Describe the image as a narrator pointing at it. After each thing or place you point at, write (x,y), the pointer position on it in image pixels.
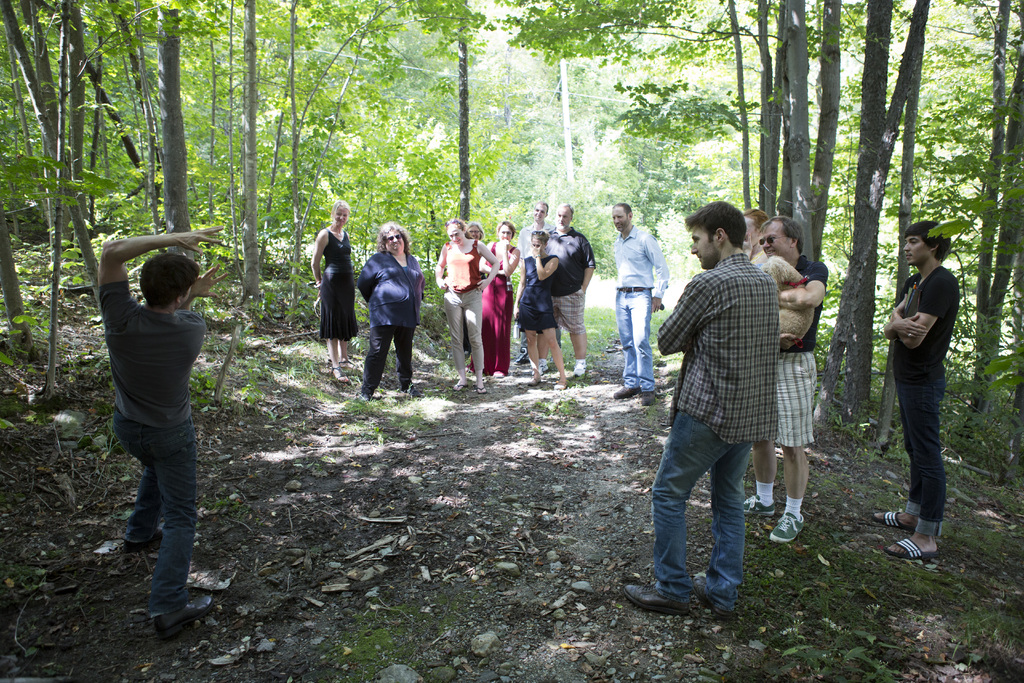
On the left side of the image (146,352) we can see a person (157,438) is explaining something with his hands (215,271). In the middle of the image (343,382) we can see groups of people (459,309) are standing and listening to the opposite person (130,353). On the right side of the image (781,426) we can see four people (936,378) are standing and listening to opposite person (182,314) and one person (783,429) is holding an animal (796,334) in his hands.
